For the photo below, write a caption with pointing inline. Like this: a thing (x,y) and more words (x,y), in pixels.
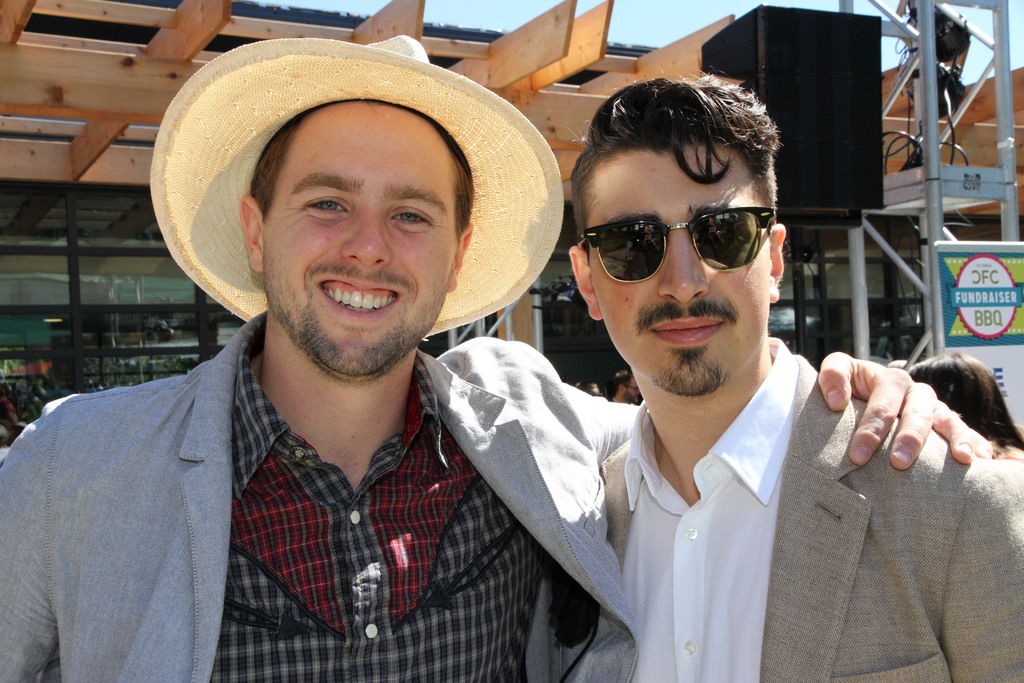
In this picture I can see two men (543,543) are standing together. The man (523,388) on the left side (292,269) is wearing a cap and the man (633,359) on the right side (713,411) is wearing glasses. In the background (436,36) I can see building (430,49) and sky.
